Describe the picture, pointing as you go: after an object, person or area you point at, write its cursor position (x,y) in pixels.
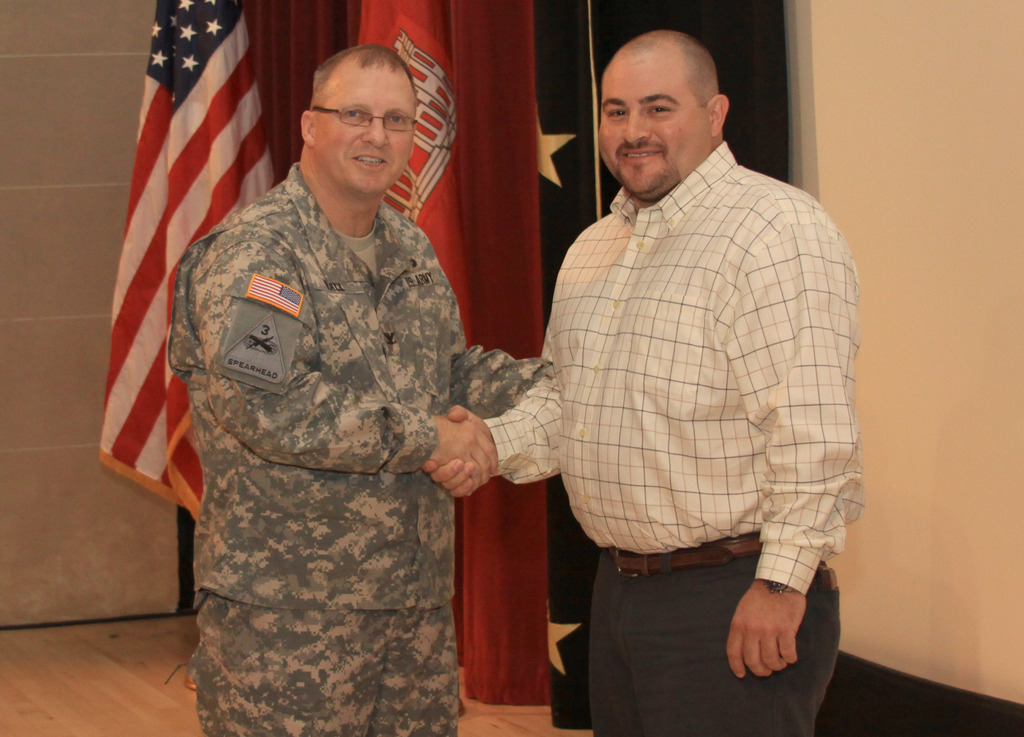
In this image we can see two men (591,466) standing on the floor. On the backside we can see the flags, a curtain (501,278) and a wall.
